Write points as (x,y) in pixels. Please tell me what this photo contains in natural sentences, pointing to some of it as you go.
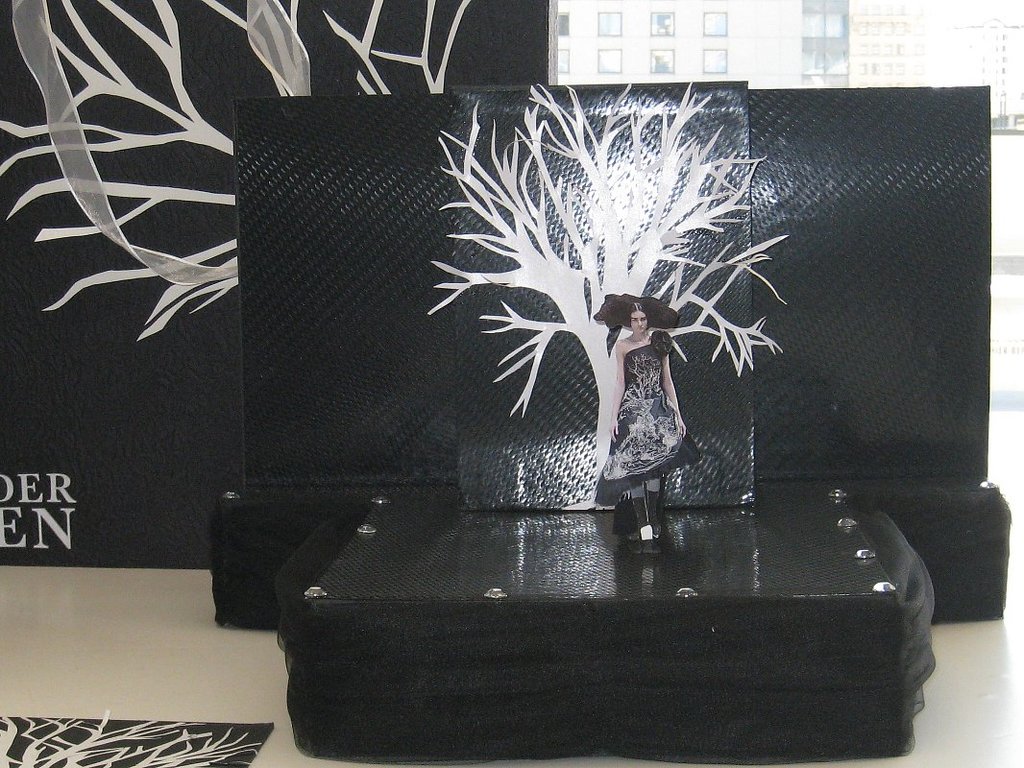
This image is taken indoors. At the bottom of the image (972,710) there is a table (958,708) and there is a paper (100,760) on the table (118,571). In the background (427,17) there is a board (109,452) with an image (82,239) of a tree (93,148) and there is a text (70,498) on it. There is a glass (686,42) and through the glass (667,38) we can see there is a building (997,107). In the middle of the image (640,459) a paper cutout (636,482) of a woman (648,552) is on the stage (595,600) and there is a board (500,270) with an image (582,274) of a tree (586,321).
